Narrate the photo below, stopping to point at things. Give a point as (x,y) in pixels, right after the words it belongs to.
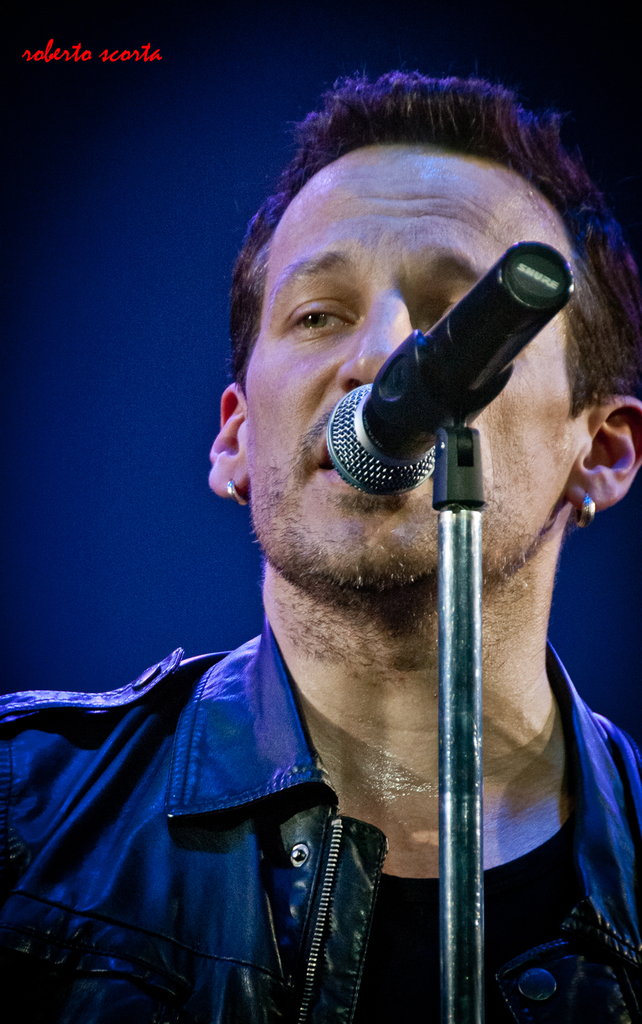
In the image there is a man (269,735). He is wearing a black jacket (277,840), there is a mic (405,364) in front of the man (293,427).
